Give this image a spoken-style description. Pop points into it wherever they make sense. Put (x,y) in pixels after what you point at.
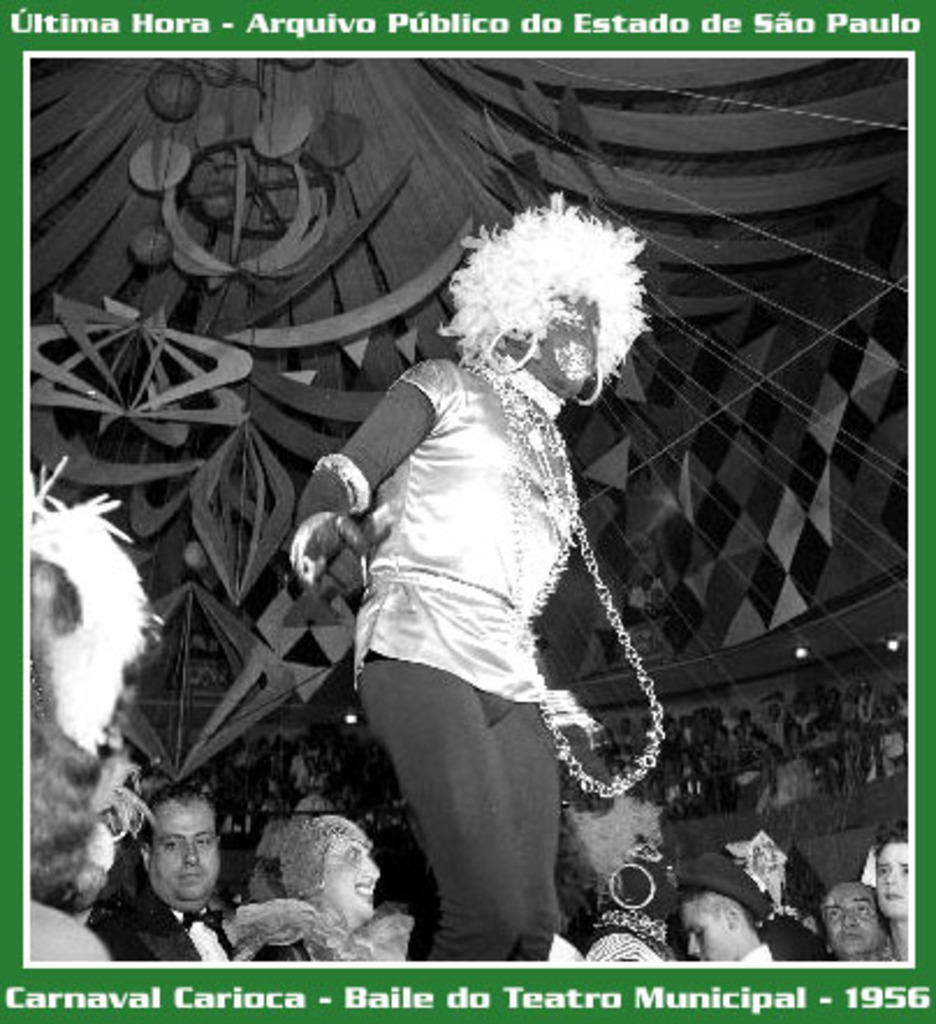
This picture was taken from inside. In this picture people (164,903) are standing on the floor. On top of the roof (63,248) there is some object (212,372).
